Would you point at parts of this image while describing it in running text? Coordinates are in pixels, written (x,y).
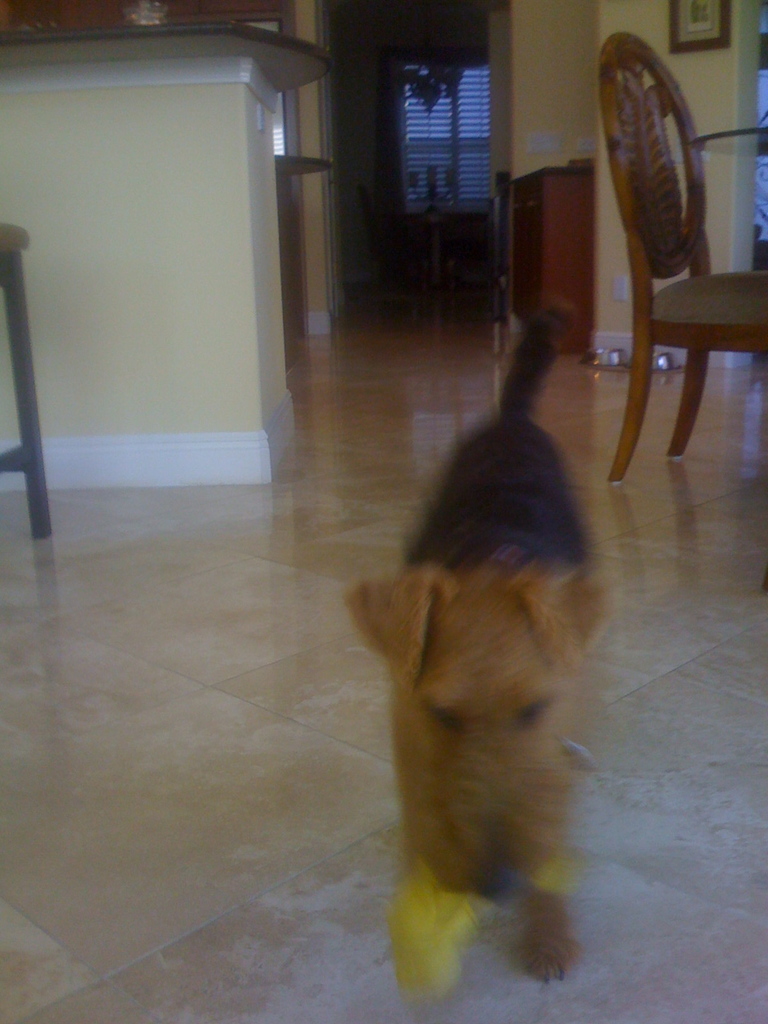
The picture is clicked inside a house (311,538) where a brown dog (460,596) is running towards the camera and we find two tables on the either side of the image. We also observe a glass window (474,150) with a movable curtain (421,139) and there is a photo frame (696,24) attached to the wall (543,80).
